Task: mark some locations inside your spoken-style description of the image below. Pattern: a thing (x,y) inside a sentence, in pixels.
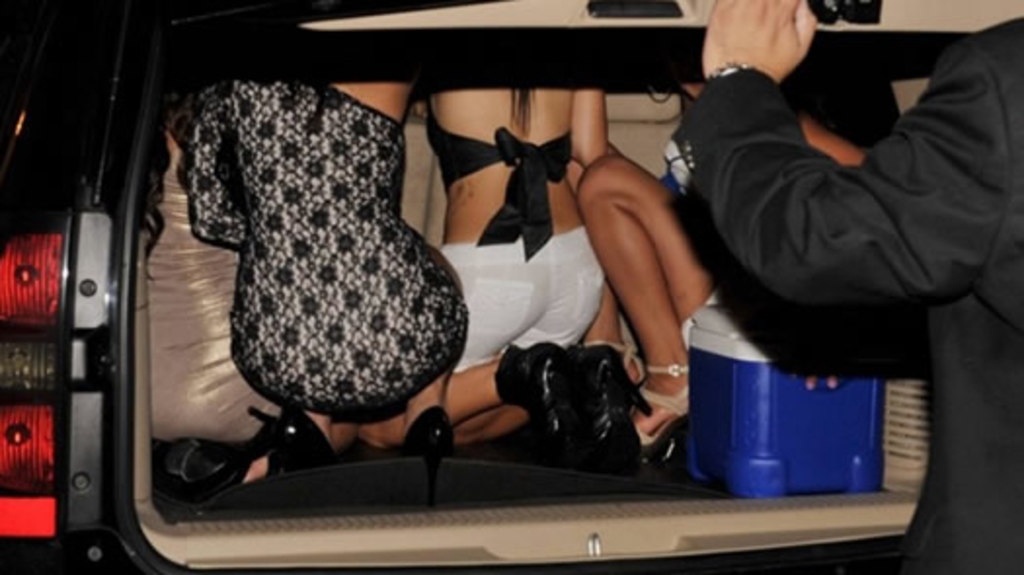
In this picture there are people (310,342) in a vehicle (663,485) and we can see box (776,411). On the right side of the image (870,226) we can see a person (973,227) standing.
